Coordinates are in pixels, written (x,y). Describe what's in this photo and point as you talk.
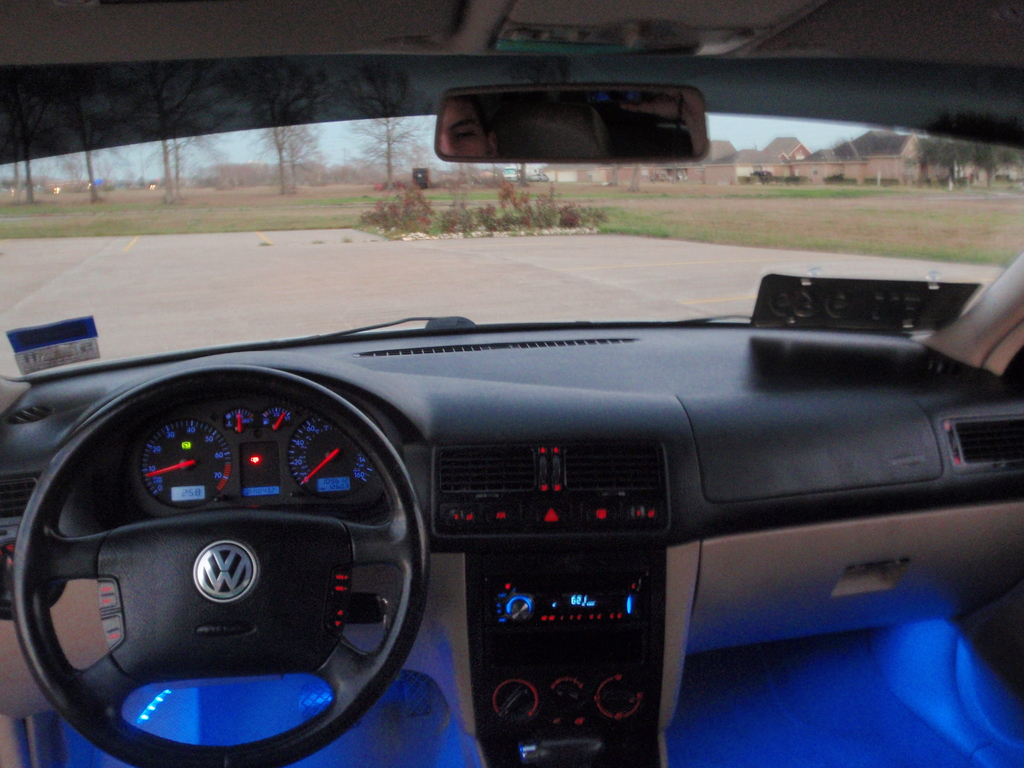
This picture is taken from inside of a car (366,467), as we can see there is a steering (200,577) at the bottom left side of this image (253,552), as we can see there are some trees (232,177) at the top of this image (257,170).
